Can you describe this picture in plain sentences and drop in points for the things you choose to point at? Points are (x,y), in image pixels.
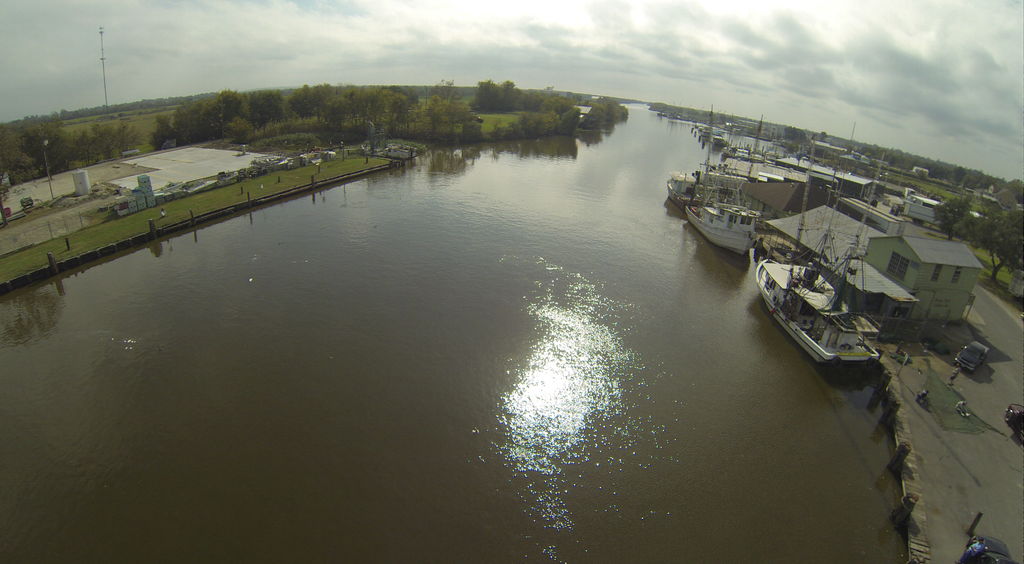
In this image it looks like a river (552,285) in the middle (594,308). Beside it there are few boats (695,217) in the water (633,258). On the right side (887,265) there are houses (890,223) and a road (991,336) beside the houses (870,287). On the road (971,384) there are vehicles (963,358). On the left side (209,137) there are trees (413,99). At the top (440,43) there is the sky (530,13).
